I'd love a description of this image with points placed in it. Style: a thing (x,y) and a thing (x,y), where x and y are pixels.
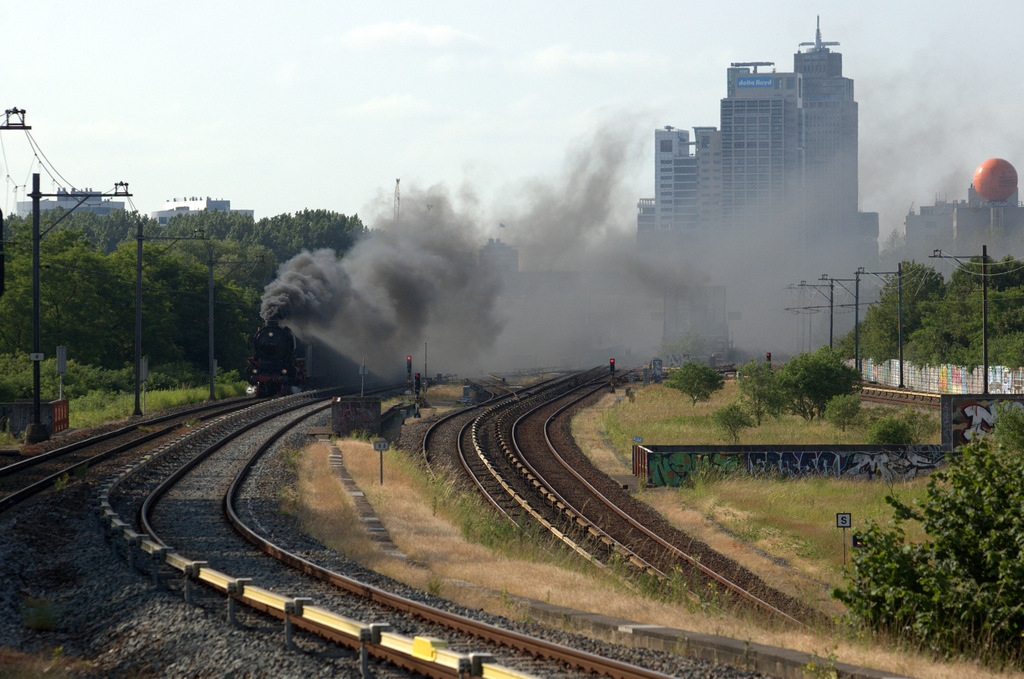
In this image we can see smoke (327,333), train (279,340), railway tracks (535,464), trees (939,358), electricity poles (78,207), buildings (764,166), wall (799,450), tower (398,199) and sky (279,89).
